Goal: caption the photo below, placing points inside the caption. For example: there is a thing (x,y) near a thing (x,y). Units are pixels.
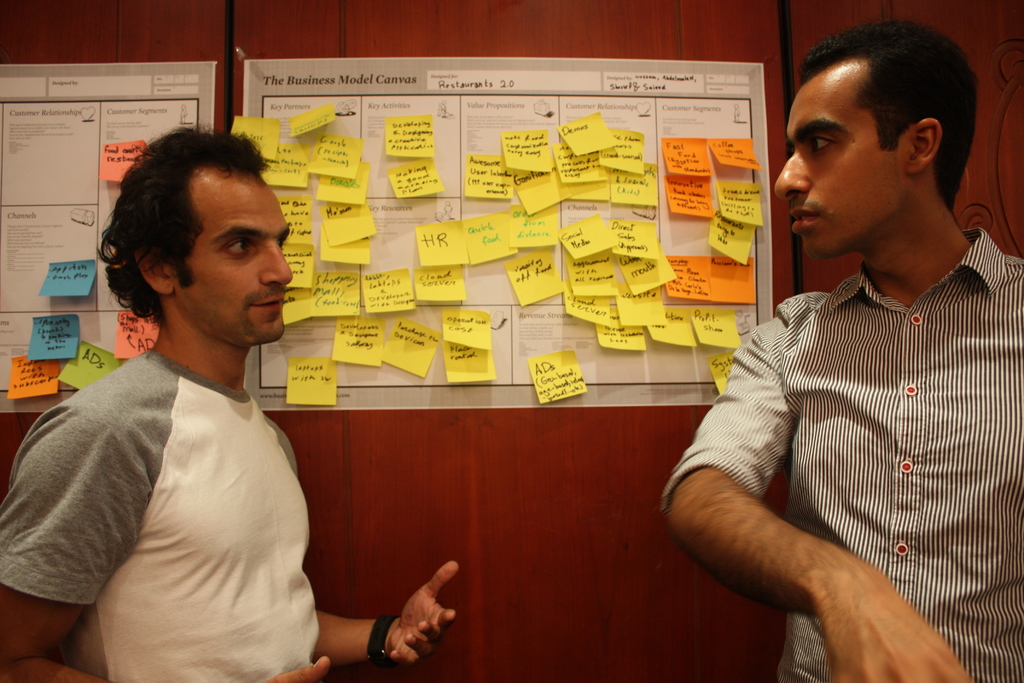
This picture shows a couple of Men (763,367) Standing and we see couple of posters (431,364) on the wooden doors (226,123) and we see stick papers (45,363) on the posters (13,306).
